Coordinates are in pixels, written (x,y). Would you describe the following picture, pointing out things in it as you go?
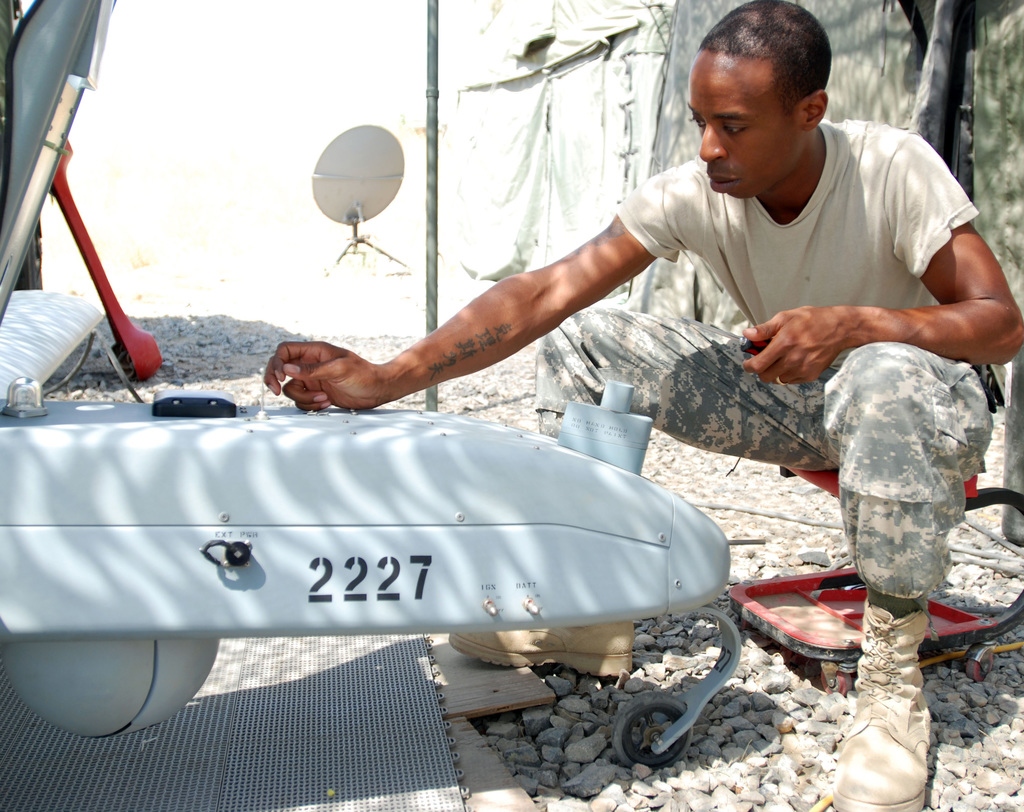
In this image I can see a person (723,100) sitting wearing white color shirt (785,282), in front (360,559) I can see an aircraft (349,566) in white color. Background (723,522) I can see a pole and few stones (356,347).
